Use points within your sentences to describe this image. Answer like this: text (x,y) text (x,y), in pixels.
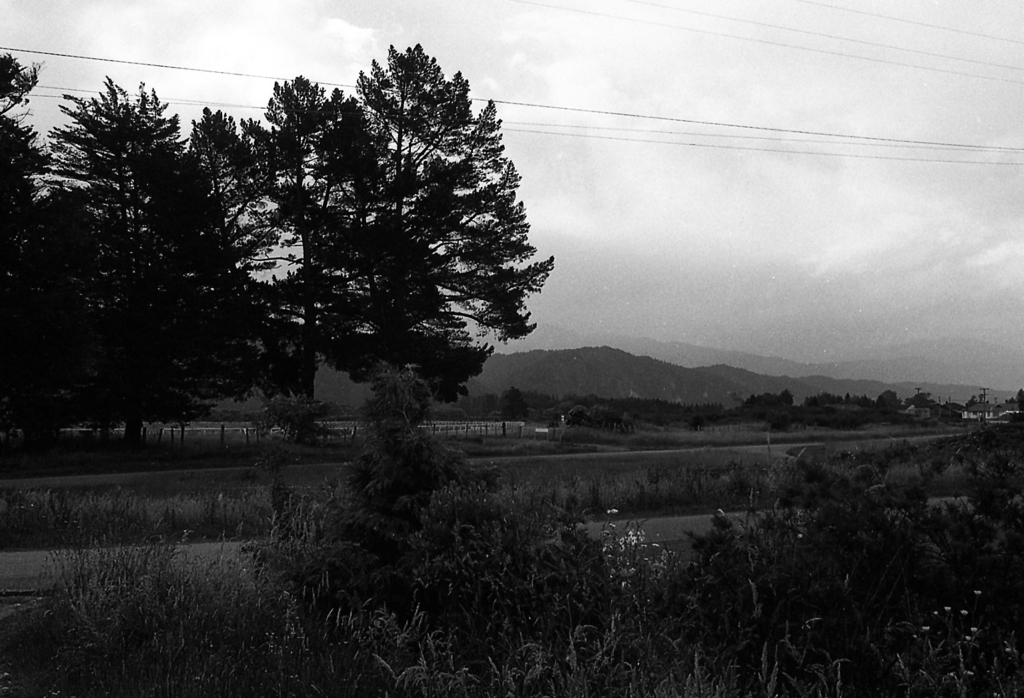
This is black and white image, in this image there are trees (714,418) and mountains (545,387).
